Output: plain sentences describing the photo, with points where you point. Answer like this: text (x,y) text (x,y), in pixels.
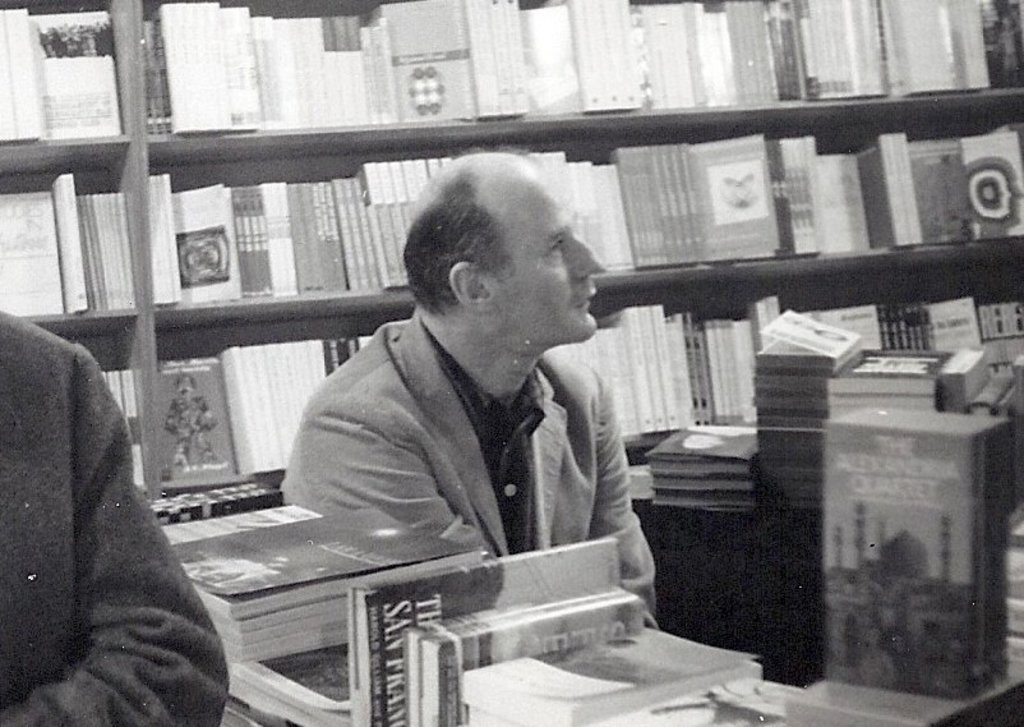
In a given image i can see a people (610,403) and racks (445,157) filled with books (672,429).
